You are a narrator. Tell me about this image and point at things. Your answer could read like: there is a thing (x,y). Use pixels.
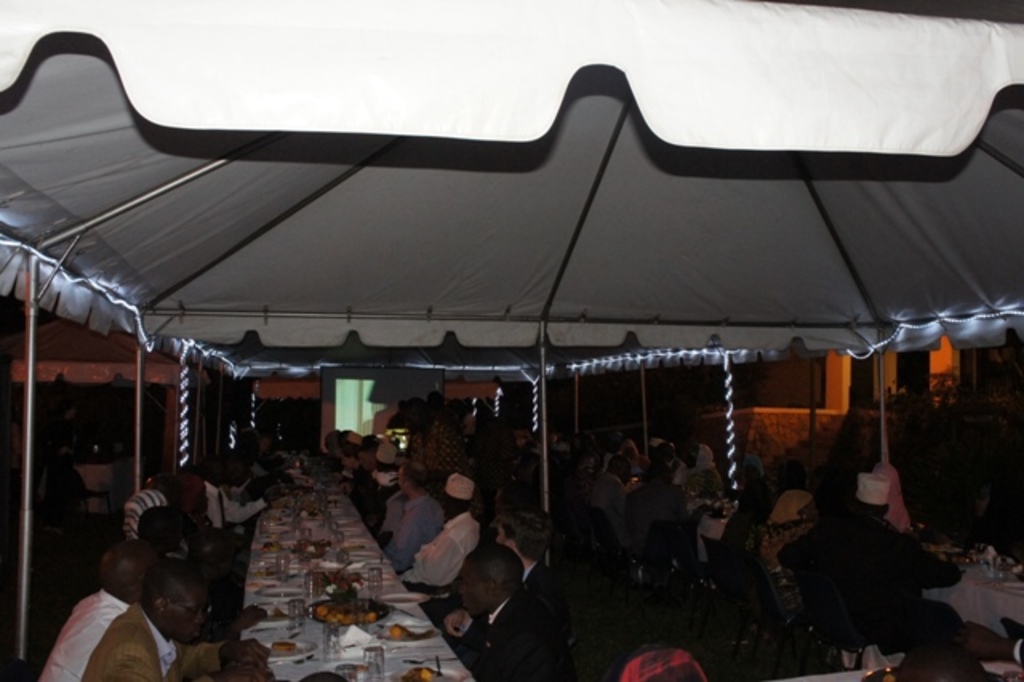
In this image at the bottom (405,644) there are two tables (719,529) and there are some people (829,565) who are sitting around the tables (397,582), on the tables (407,609) there are some plates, glasses (304,604) and spoons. In the background (412,447) there are some people (442,444) who are standing and there is a wall (738,411) and a screen (352,391). On the top of the image (570,208) there is a tent (289,242) and also we could see some poles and plants (894,406).
